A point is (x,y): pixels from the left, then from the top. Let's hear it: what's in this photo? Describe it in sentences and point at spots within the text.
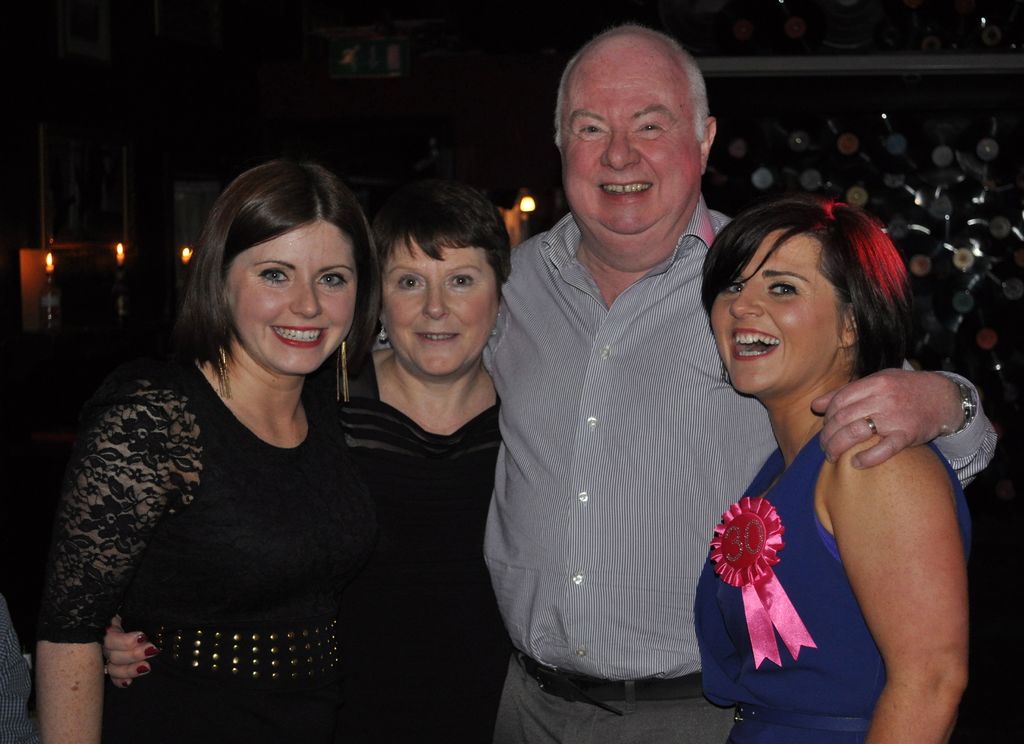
In this image we can see a group of people (460,360) standing. On the backside (757,134) we can see the candles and some objects (741,146).
